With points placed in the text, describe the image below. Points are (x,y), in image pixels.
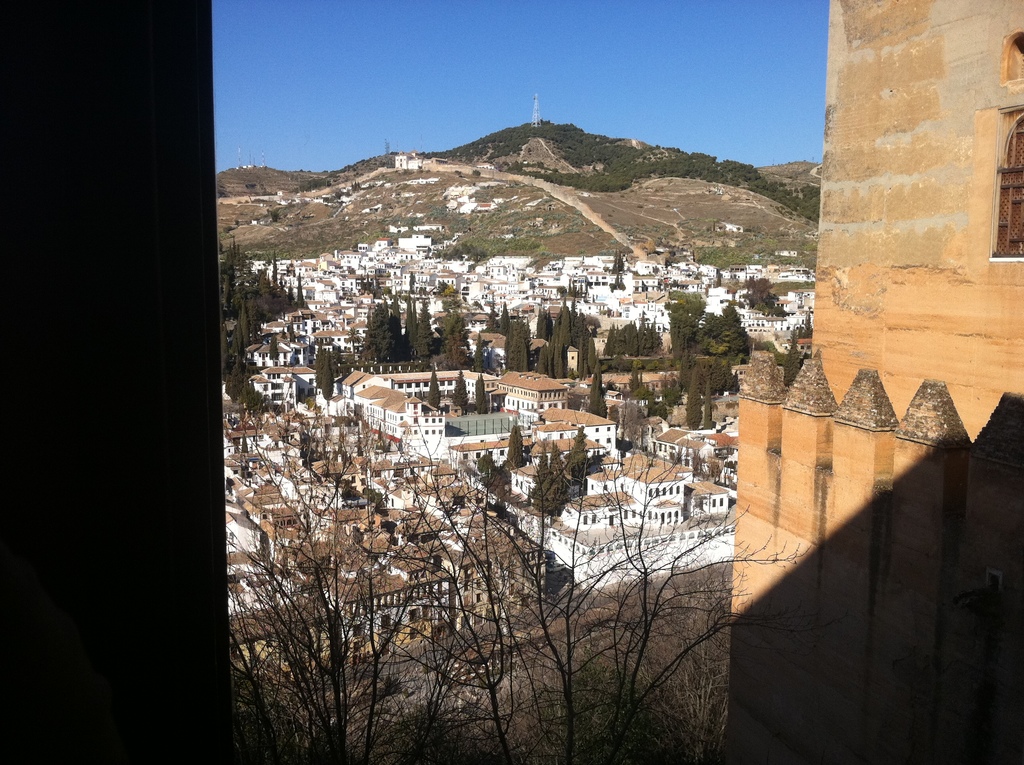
This image is taken from the top view where we can see there are so many buildings (449,466) at the bottom (526,543). In between the buildings (506,393) there are trees (442,335). In the background (473,184) there is a hill (527,166) on which there is a tower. On the right side (874,309) there is a building (838,516). At the top (707,52) there is the sky (593,10).
